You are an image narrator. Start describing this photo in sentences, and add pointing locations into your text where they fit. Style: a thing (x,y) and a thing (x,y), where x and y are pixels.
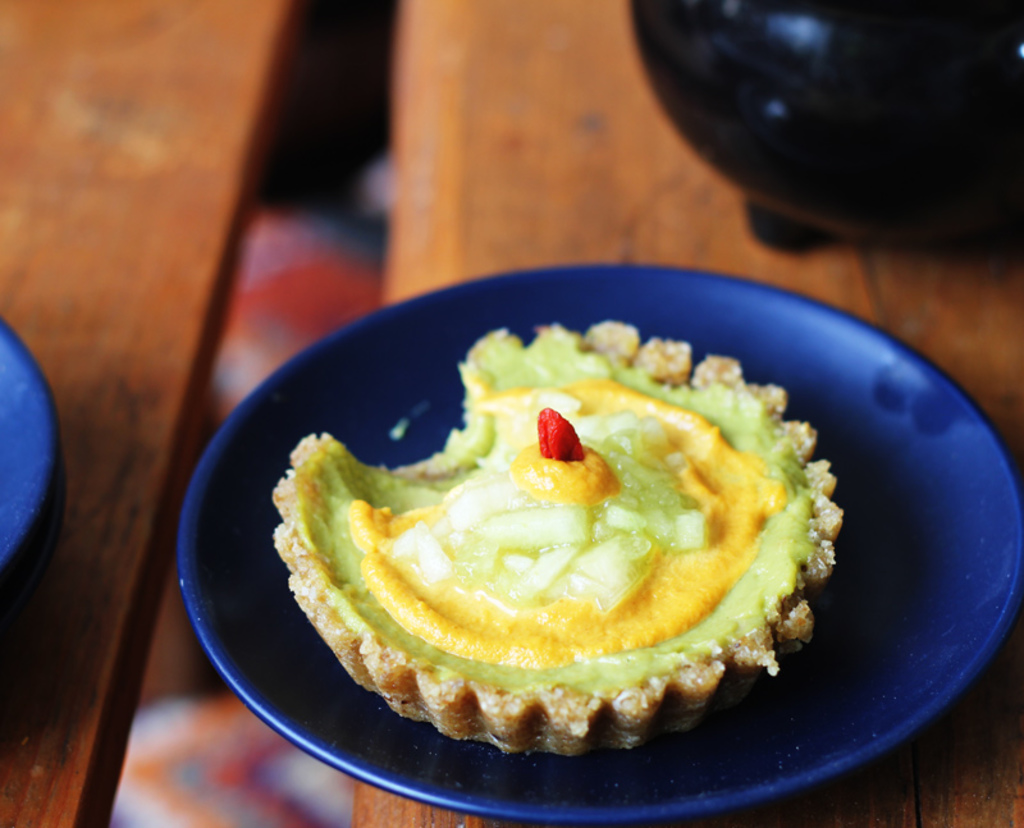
On a platform (407,141) we can see food (323,583) in a blue plate (845,631) and we can see other objects (30,533).
